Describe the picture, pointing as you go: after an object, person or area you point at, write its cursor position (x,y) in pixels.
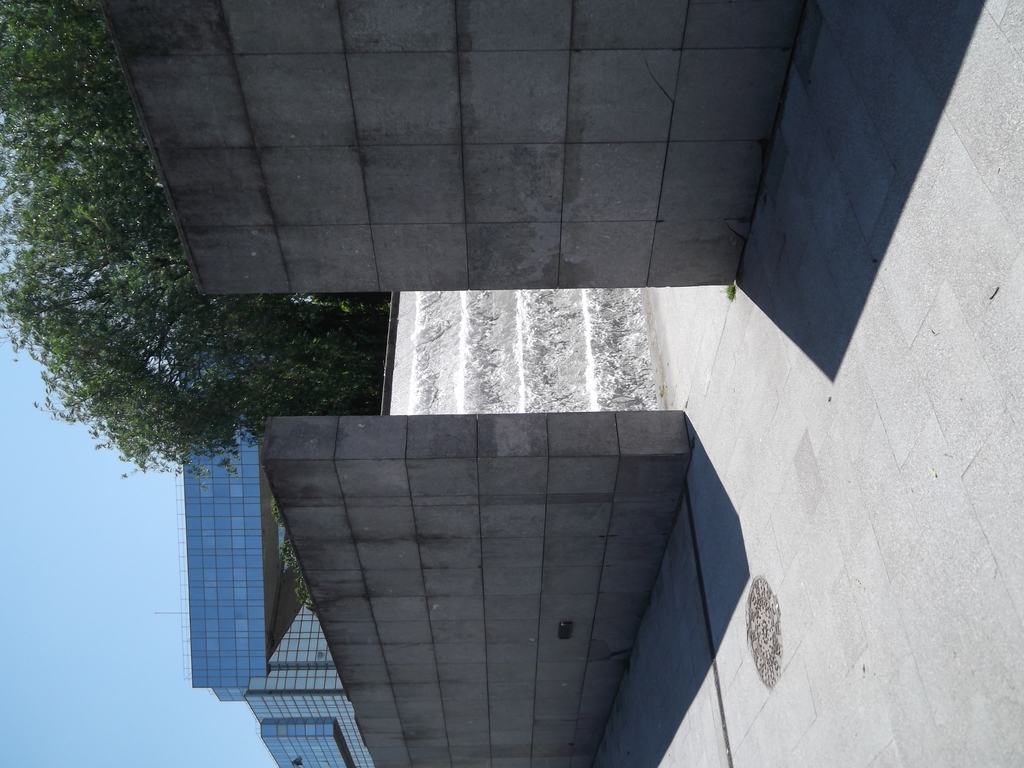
In this image in front (904,532) there is a floor (795,539). There are walls (495,505). In the background of the image (256,296) there are trees (255,343), buildings (335,711) and sky (116,593).
